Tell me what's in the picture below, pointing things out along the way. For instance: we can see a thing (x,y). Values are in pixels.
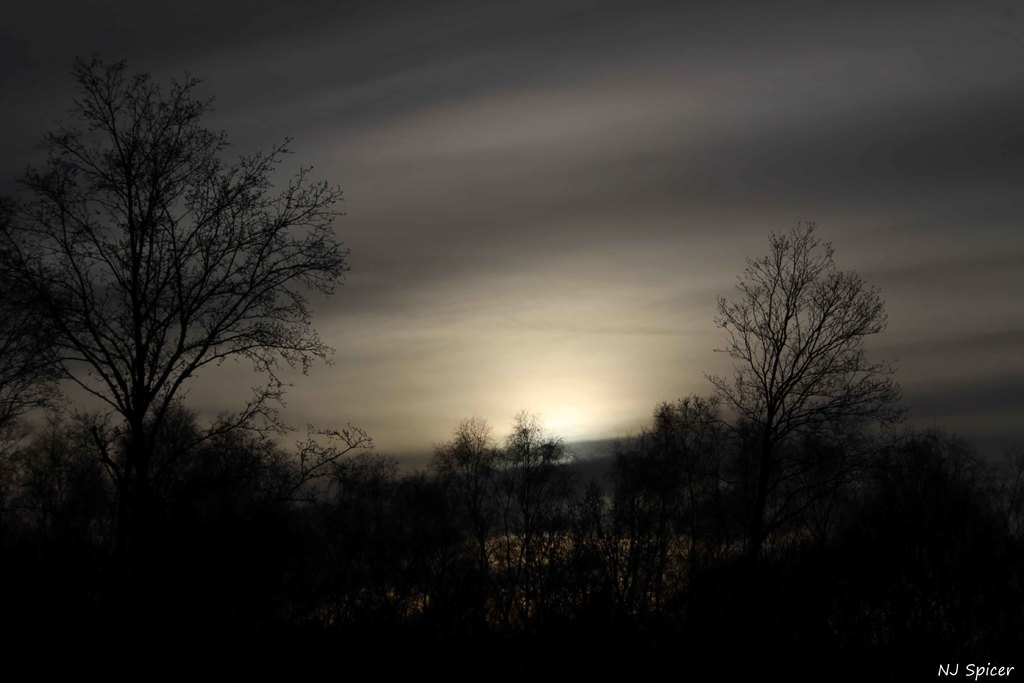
In this image I can see few trees (460,438) and the sky (779,215) is in white and grey color.
